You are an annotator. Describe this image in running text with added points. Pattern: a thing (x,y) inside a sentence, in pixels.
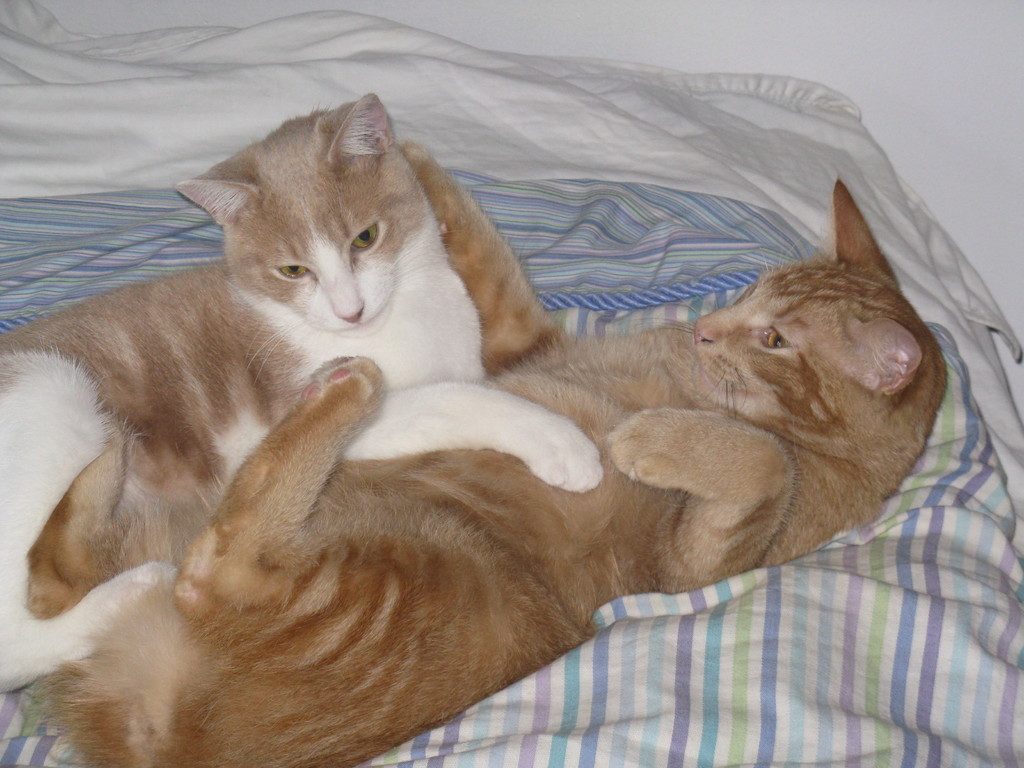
In the image we can see there are two cats (392,378) lying on the bed (681,657).
